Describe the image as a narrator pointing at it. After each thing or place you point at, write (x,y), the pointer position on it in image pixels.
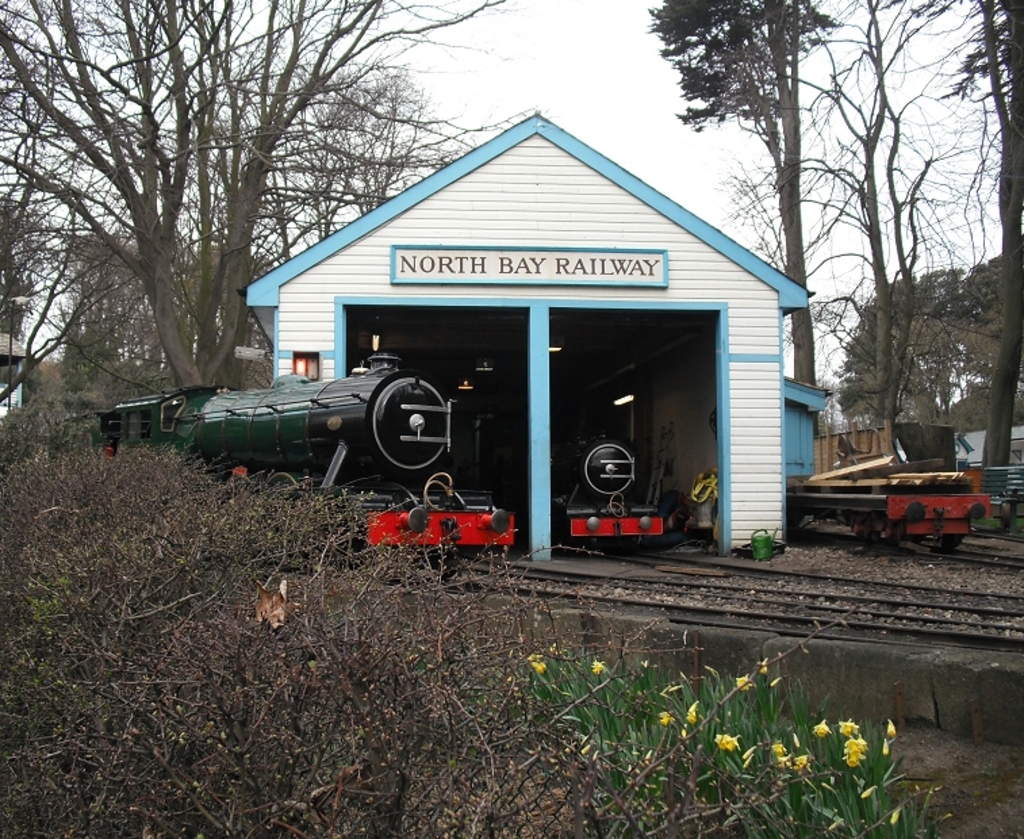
In this picture, we see trains (408,435) parked on the railway tracks (743,601). At the bottom of the picture (650,687), we see trees (369,738) and plants (633,723). Beside train (332,456), we see a shed (754,449) in white color with a blue color roof (279,279). There are trees (322,190) in the background (278,220). This picture might be clicked in the railway station (589,373).
